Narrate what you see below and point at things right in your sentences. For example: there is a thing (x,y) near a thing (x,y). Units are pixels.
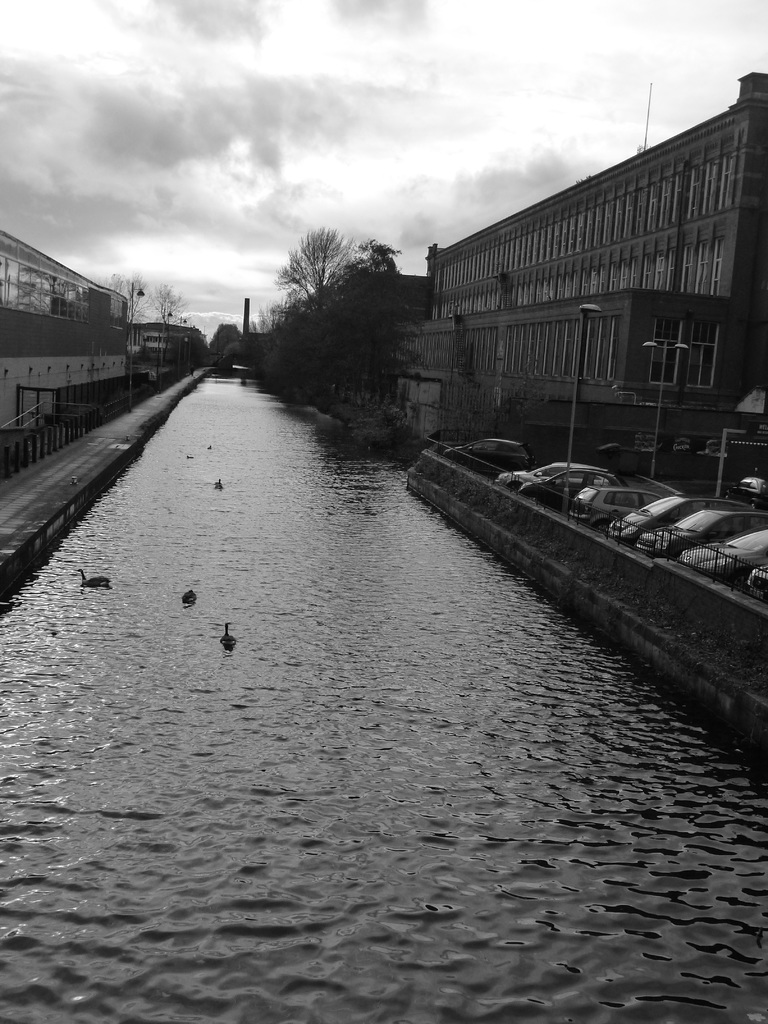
In this image I can see in the middle (336,510) it looks like a canal (270,697), there are birds (193,594) in it. On the right side (513,485) there are cars (759,534), there are trees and buildings (744,455) on either side of this image. At the top (392,136) it is the cloudy sky (560,157), this image is in black and white color.
